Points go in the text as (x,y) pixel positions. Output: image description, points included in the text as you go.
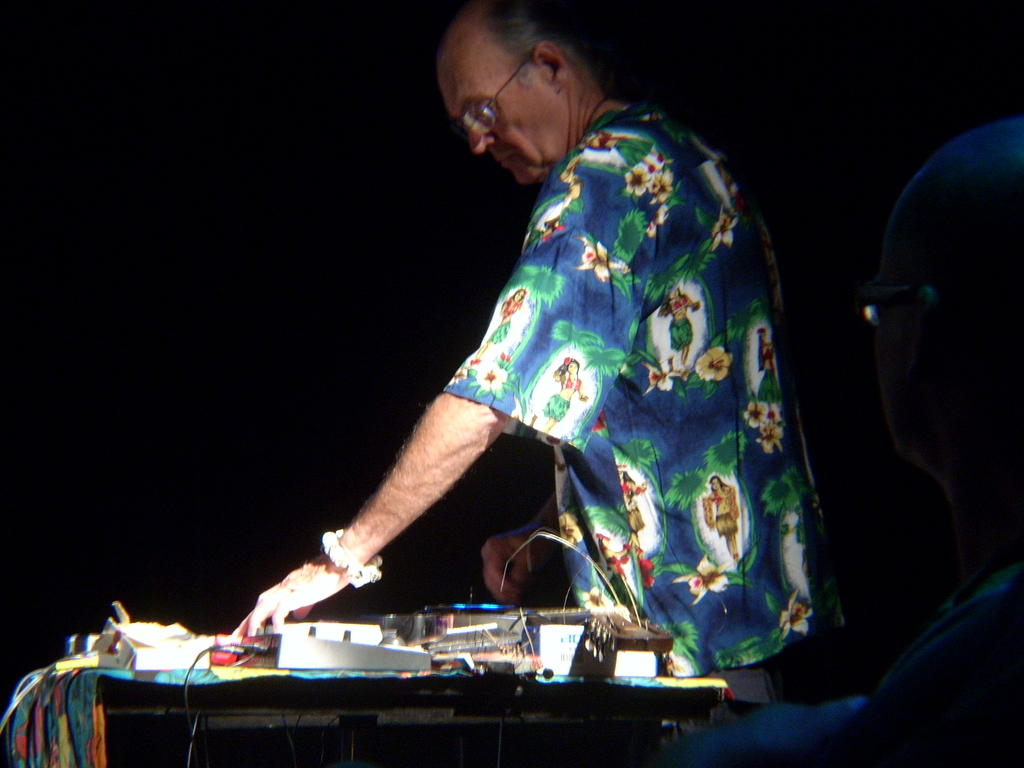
This picture shows a man (666,182) standing and we see few electronic items (381,646) on the table (302,688) and we see a man (558,164) wore spectacles (481,106) on his face (508,163) and we see a human (932,472) seated on the side and we see a black background (354,28).
